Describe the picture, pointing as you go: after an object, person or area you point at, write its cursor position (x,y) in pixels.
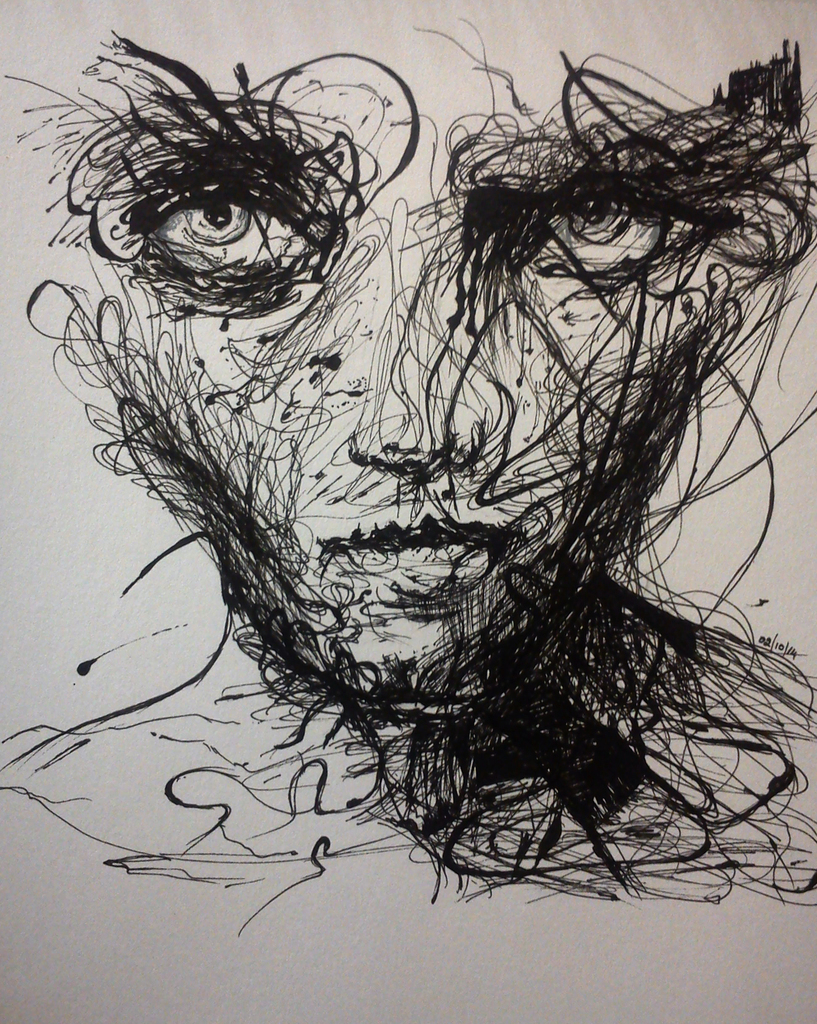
This is a painting and in this image, in the center (416,614) there is one person (438,586).
